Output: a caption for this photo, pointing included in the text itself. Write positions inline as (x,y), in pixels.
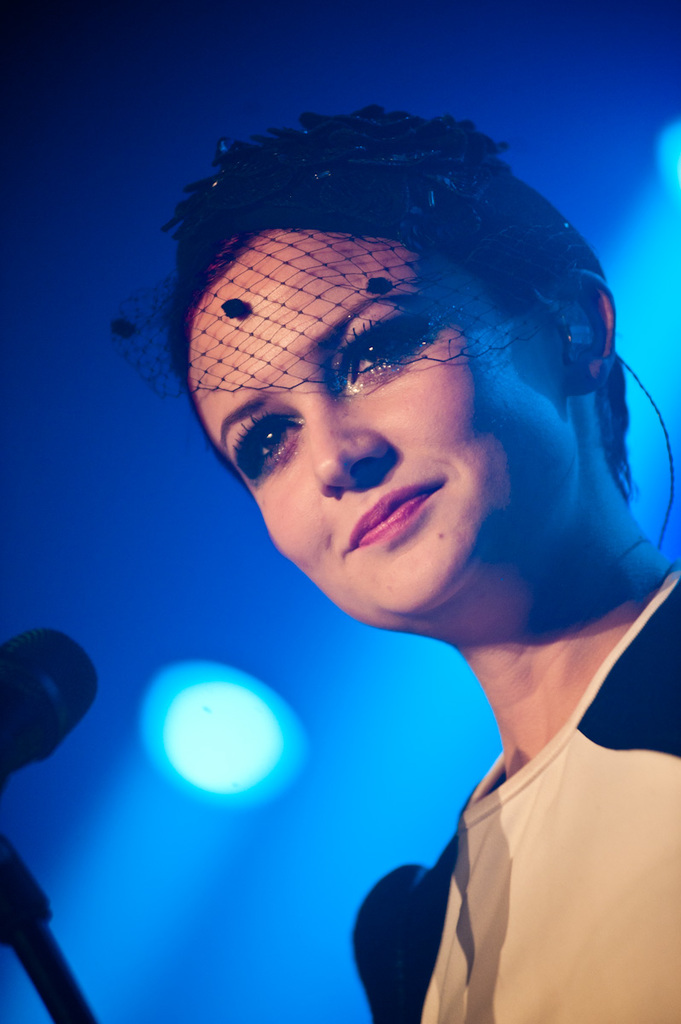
In this image there is a person (515,602) truncated towards the right of the image (570,655), there is a stand (43,912) truncated towards the bottom of the image (26,915), there is a microphone (50,696) truncated towards the left of the image (40,669), there are lights (198,699), there is a wire (644,388), the background of the image (651,368) is blue in color.
